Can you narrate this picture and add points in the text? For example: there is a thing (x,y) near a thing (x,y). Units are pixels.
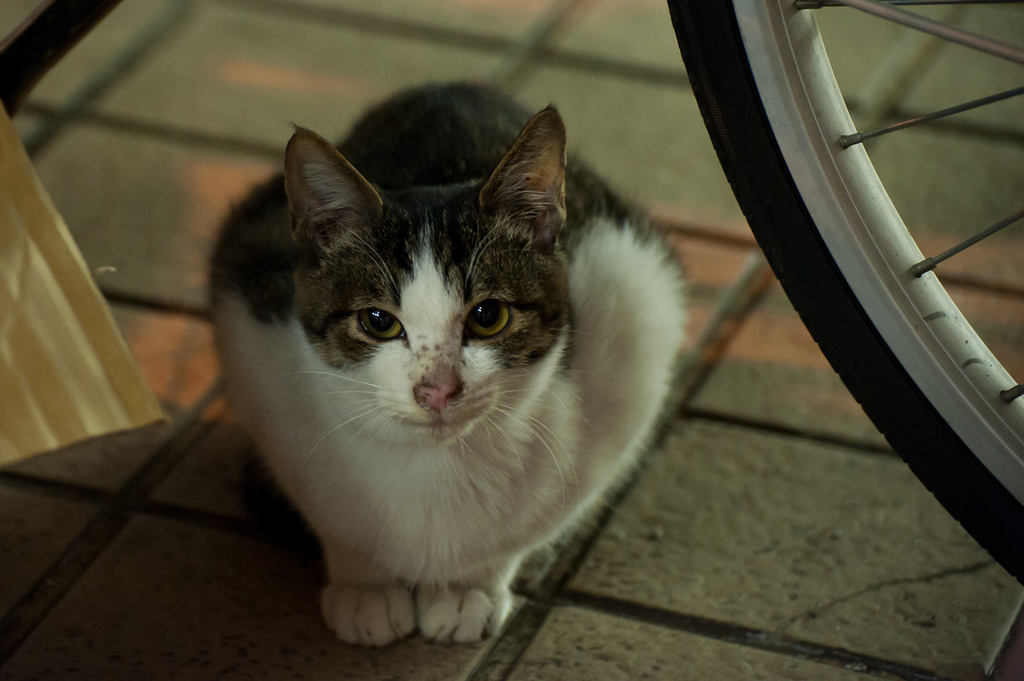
There is a cat (399,434) on the floor (245,173) as we can see in the middle of this image (457,395) and there is a wheel (850,188) of a bicycle (862,277) on the right side of this image (897,284).
